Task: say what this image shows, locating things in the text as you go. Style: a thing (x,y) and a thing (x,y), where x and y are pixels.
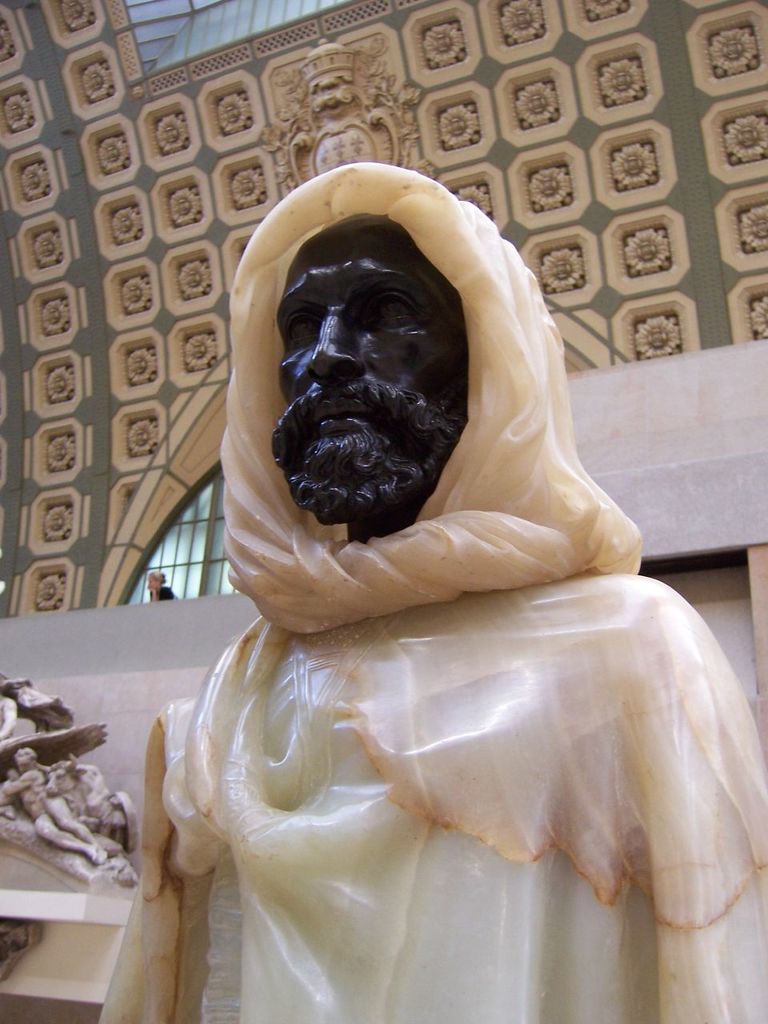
In this picture we can see a statue (389,657) in the front (399,632), on the left side (30,858) there is a sculpture (41,812), we can see wall designs (283,130) in the background (121,293).
